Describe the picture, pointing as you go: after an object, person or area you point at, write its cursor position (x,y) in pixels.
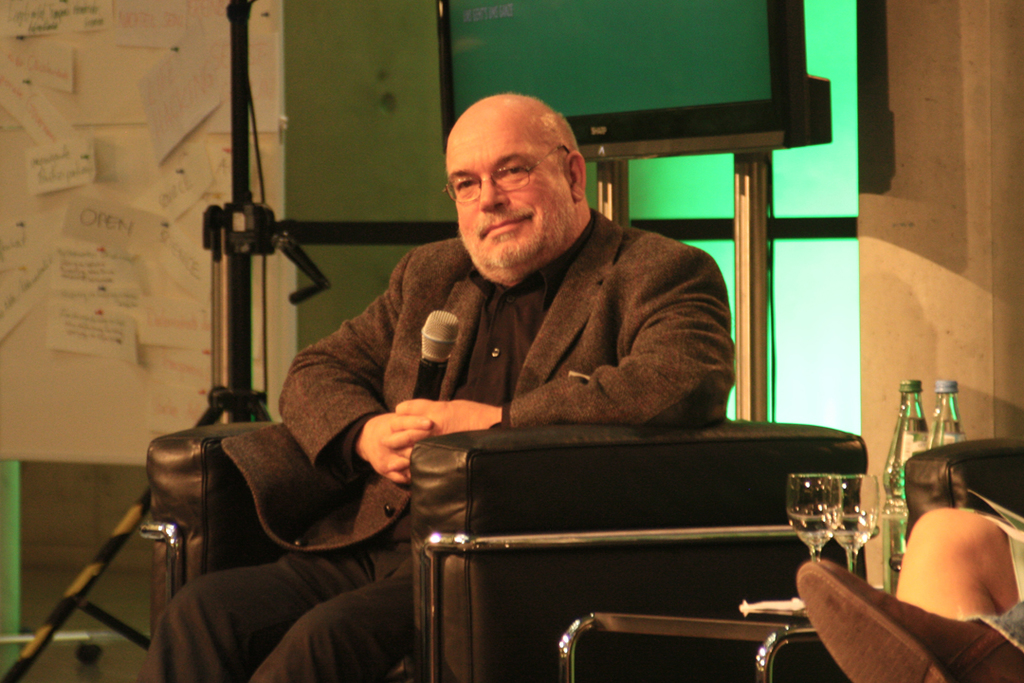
This is the picture of a man (550,420) sitting on a chair (549,433) and holding a microphone (424,351). To the right side of the man (552,357) there is a table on the table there is a glasses (815,523) and bottle (893,455). Background of the man (518,348) is a television (628,57) and a wall (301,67) with papers (109,233).
